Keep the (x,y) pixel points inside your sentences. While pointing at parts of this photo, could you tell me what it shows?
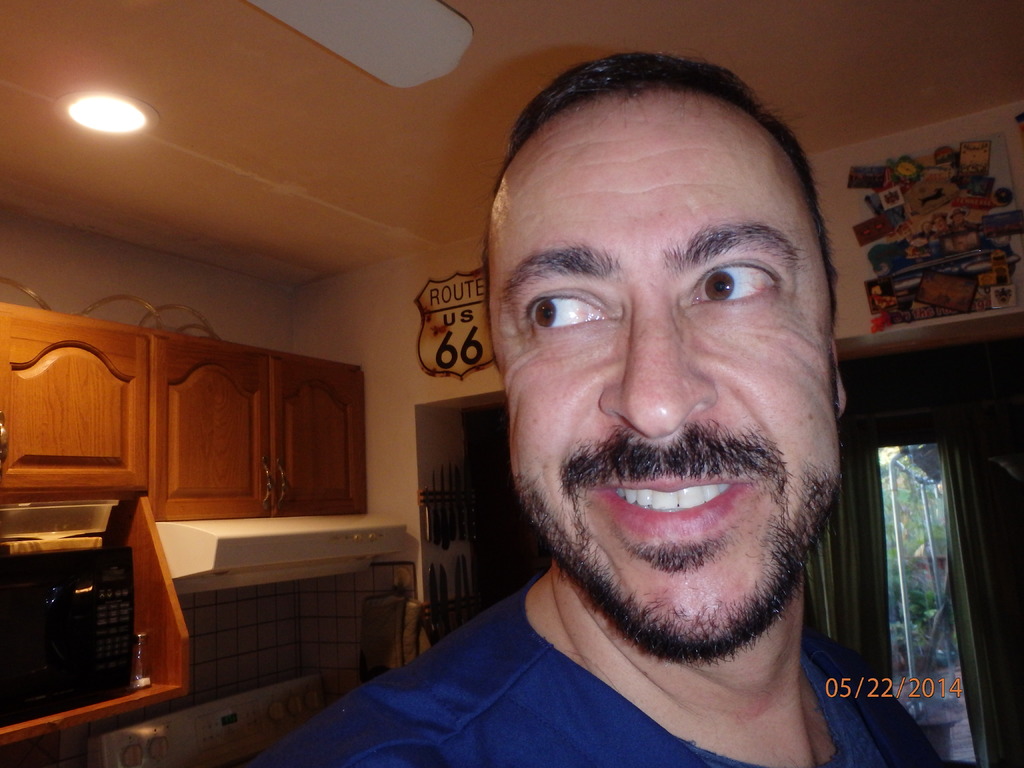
In this picture we can see a man (781,381) smiling. In the background (57,397) we can see cupboards (257,439), microwave oven (95,560), jar (140,640), ceiling (168,206), light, posters (1005,228), poles (932,539), trees (912,546), knives (443,527), walls (300,665) and some objects (156,740).
